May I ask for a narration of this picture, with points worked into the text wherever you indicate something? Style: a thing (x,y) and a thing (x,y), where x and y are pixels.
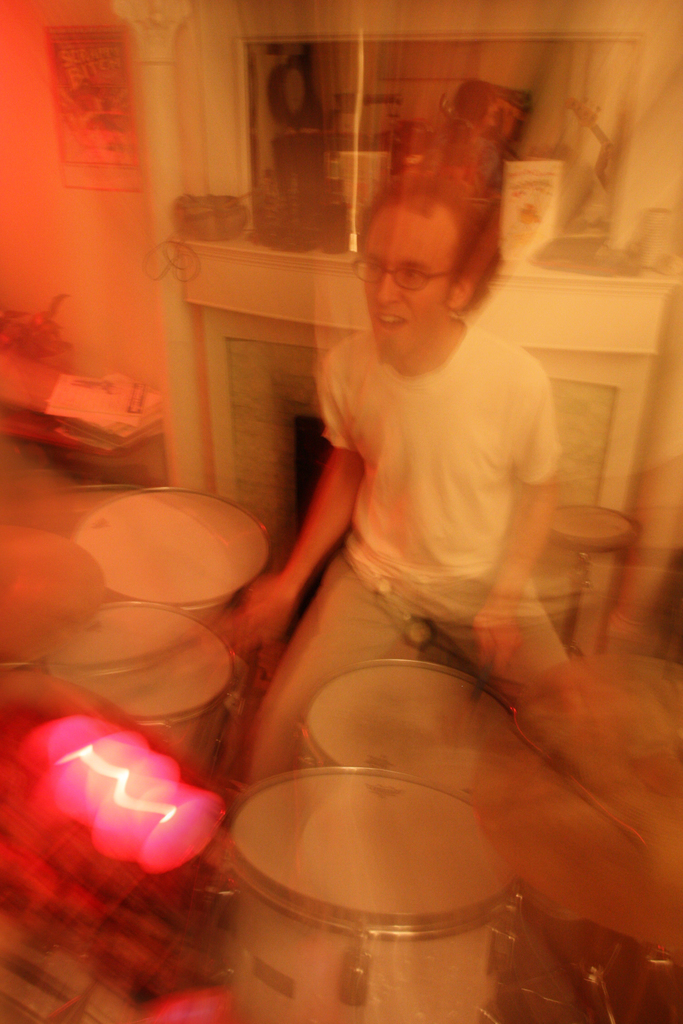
This picture shows a man (410,606) playing a drums (154,623), sitting on the stool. In the background (601,158) there is a shelf (599,295) which some things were placed.
